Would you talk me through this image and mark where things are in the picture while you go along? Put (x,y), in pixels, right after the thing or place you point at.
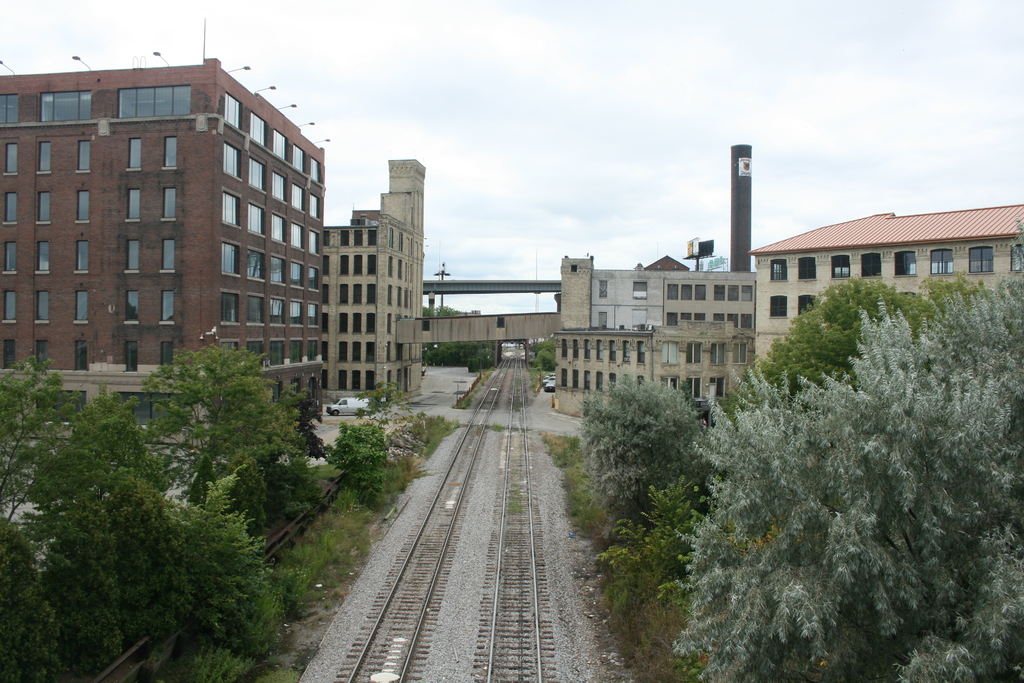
In this image we can see many buildings (291,122) and they are having many windows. There are two railway tracks (514,622) in the image. There are many trees (825,476) and plants (63,612) in the image. There are many lights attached to a building (270,110) at left side of the image (305,231).
